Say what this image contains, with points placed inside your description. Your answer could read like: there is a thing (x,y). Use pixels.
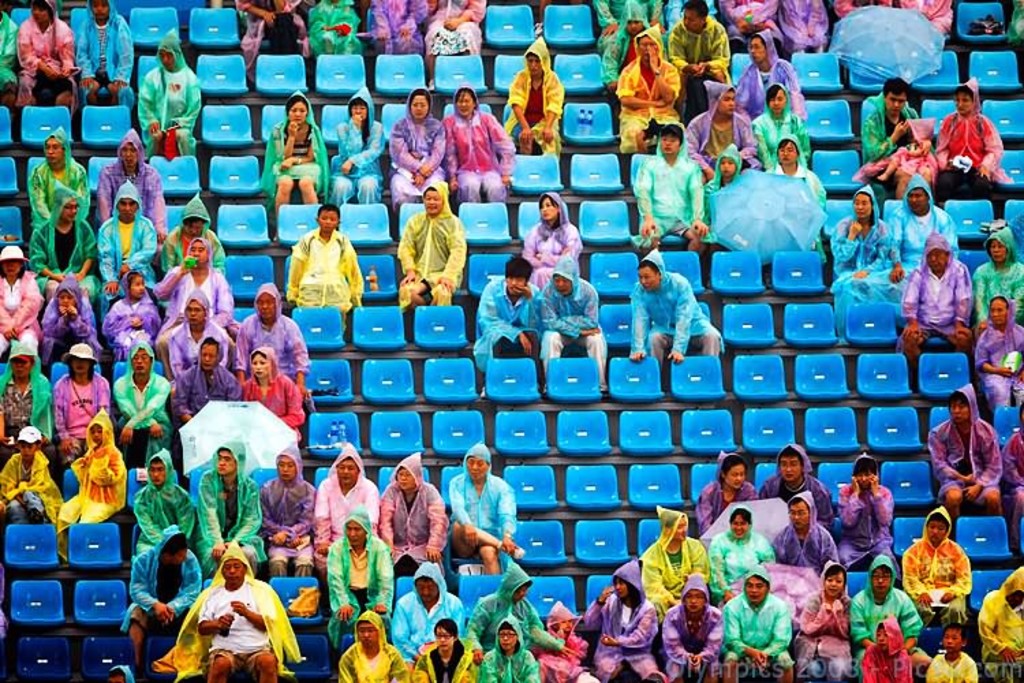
In this image we can see some people (307,238) sitting on the chairs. Some are holding the umbrellas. We can also see some empty chairs (535,413).
